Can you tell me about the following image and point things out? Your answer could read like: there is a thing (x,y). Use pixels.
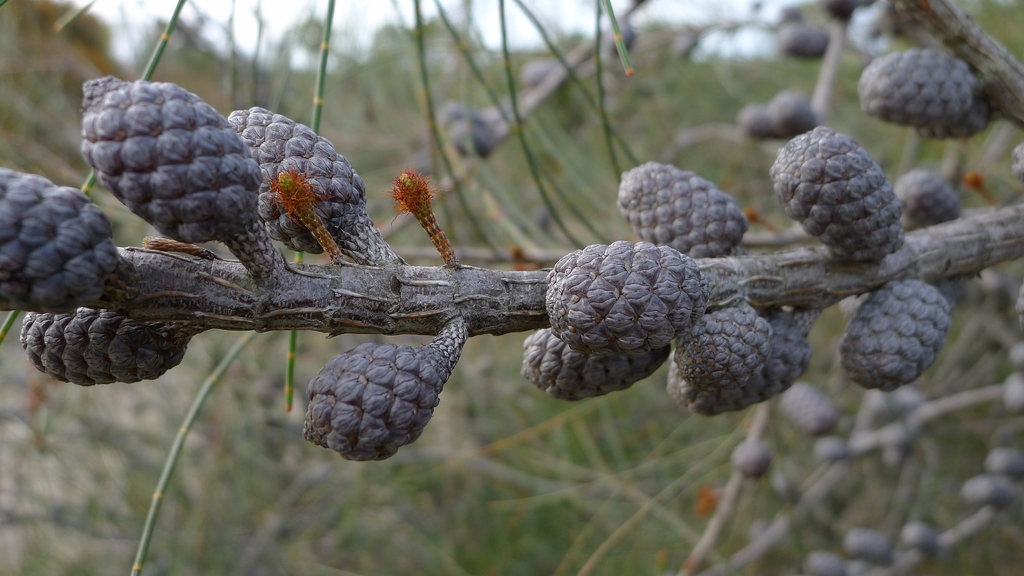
There is a stem (442,273) with cones (575,292). In the background (614,467) it is blurred.
